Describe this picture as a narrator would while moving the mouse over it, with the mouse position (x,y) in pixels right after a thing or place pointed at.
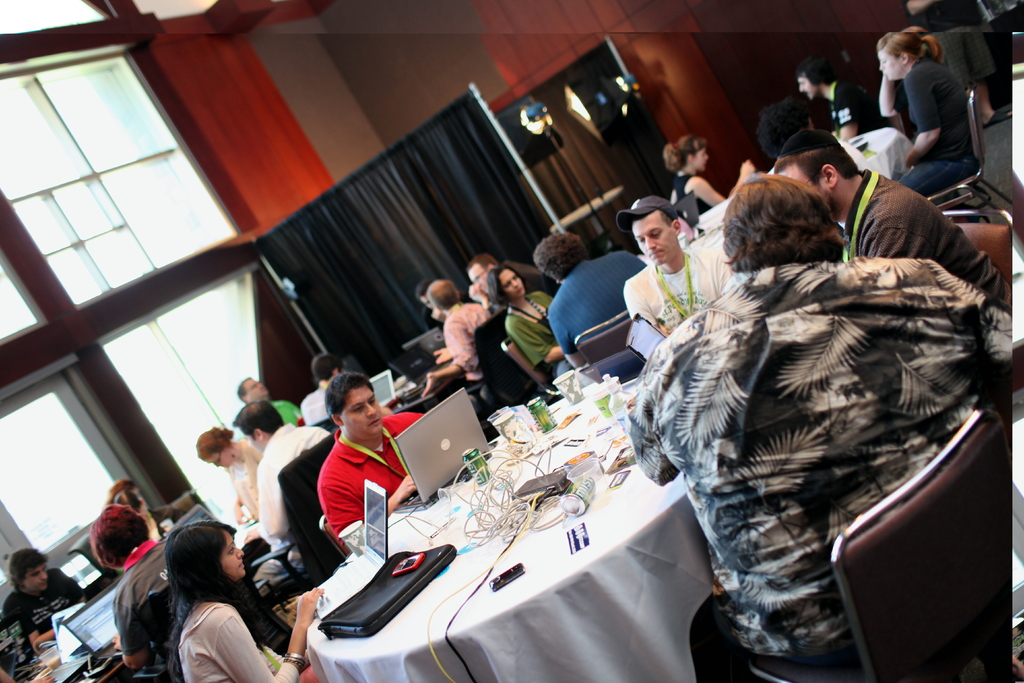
In this picture we can see a group of people (260,527) sitting on chairs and in front of them we can see tables (601,493) and on these tables (476,652) we can see laptops (413,429), cables (521,500), tins (535,402), white clothes (573,411), bag (360,628), bottle (614,413), glass (597,393), device (540,492) and in the background (342,280) we can see the lights (593,98), curtains (342,280), walls (270,139), windows (213,213) and some objects (583,89).
